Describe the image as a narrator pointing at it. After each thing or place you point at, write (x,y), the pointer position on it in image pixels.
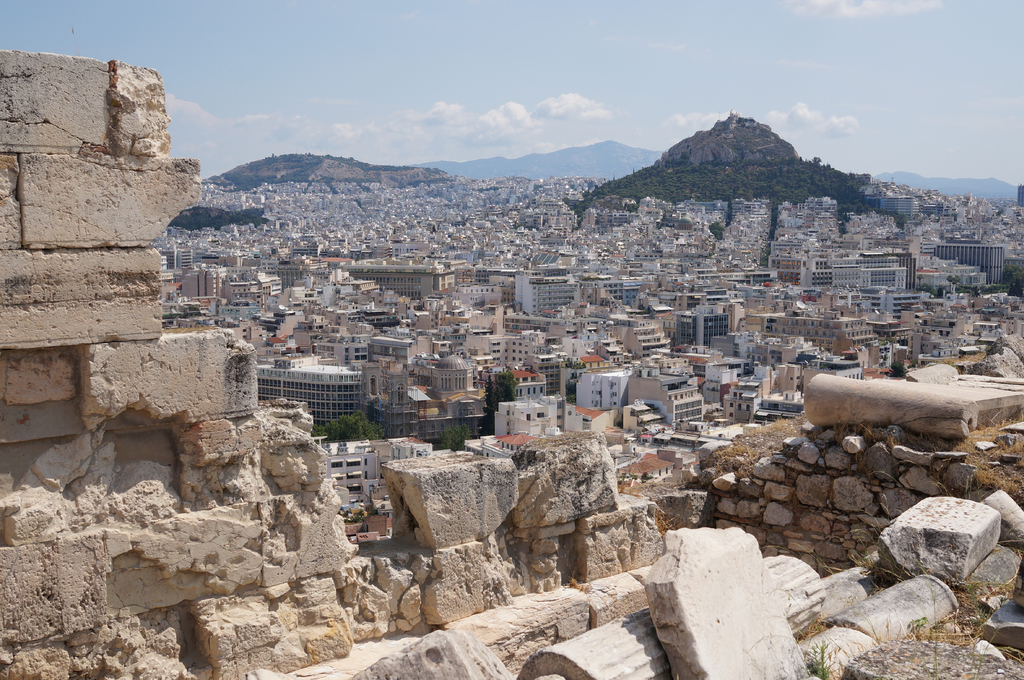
In this picture I can see rocks (973,648), there are buildings (513,215), trees (759,191), there are hills (914,176), and in the background (832,34) there is the sky (639,13).
